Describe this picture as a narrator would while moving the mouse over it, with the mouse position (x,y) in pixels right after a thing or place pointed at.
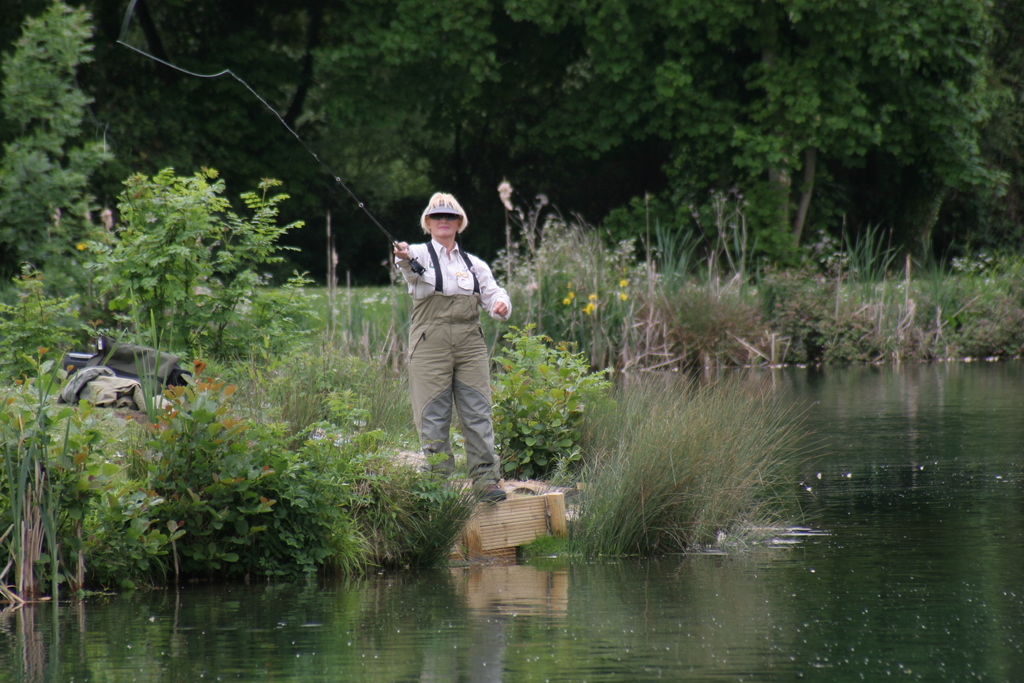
In this picture we can see a person (445,328) holding a fishing rod (330,169) and standing on the ground (452,501). At the bottom of the image (435,642), there is water (443,648). Behind the person (424,357), there are plants (88,332), grass (456,489) and trees (547,95). On the left side of the image (127,376), there are some objects (108,374).
